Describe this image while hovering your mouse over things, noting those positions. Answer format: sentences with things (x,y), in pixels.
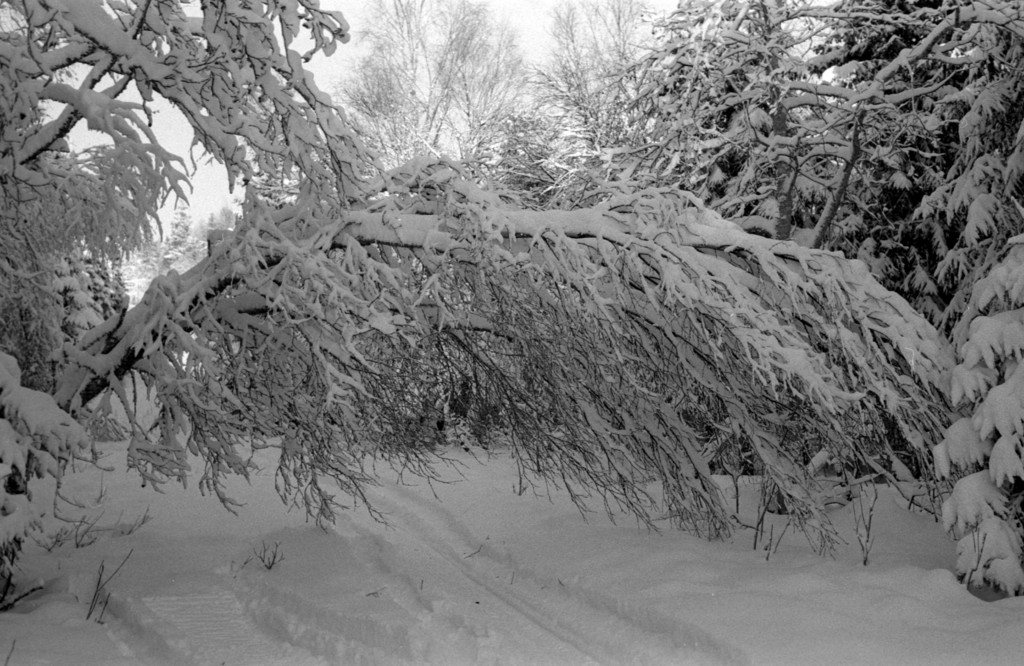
In this picture I can see snow (499,299) on the trees (539,256) and on the ground (232,519) and looks like a cloudy sky (495,19).
